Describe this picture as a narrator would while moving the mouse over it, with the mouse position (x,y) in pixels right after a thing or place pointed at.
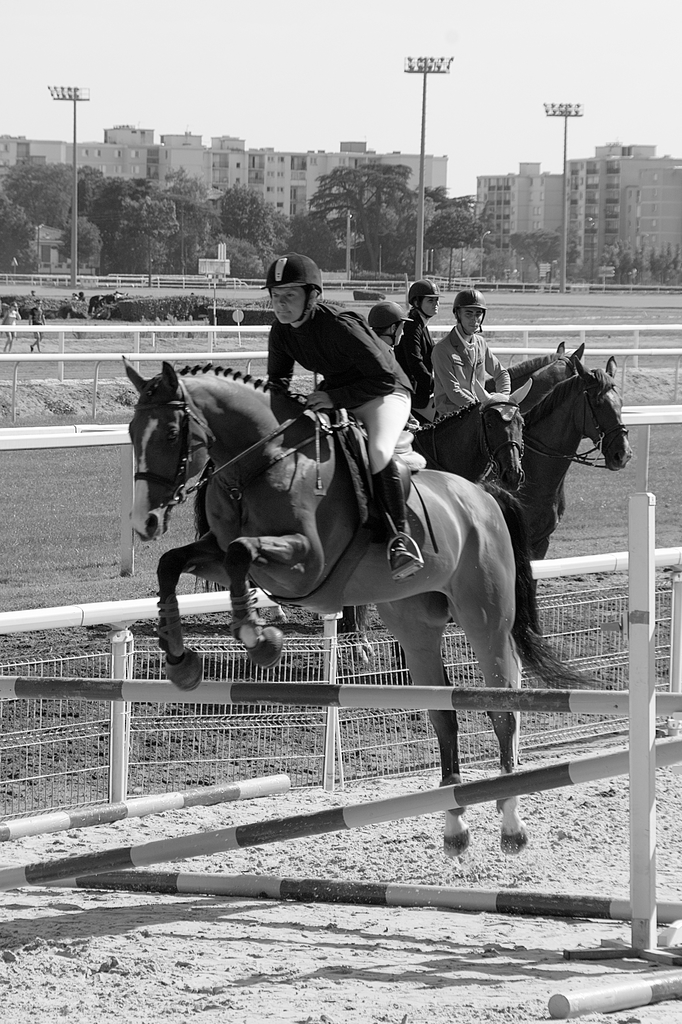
Here there are group of horses (226,448), persons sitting on each of them the horse (431,514) here is jumping through a pole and behind there are buildings (344,150), there are light poles (448,62), there are trees (167,214). Sky (234,125) is clear, these people (307,271) are wearing helmets (304,261).
